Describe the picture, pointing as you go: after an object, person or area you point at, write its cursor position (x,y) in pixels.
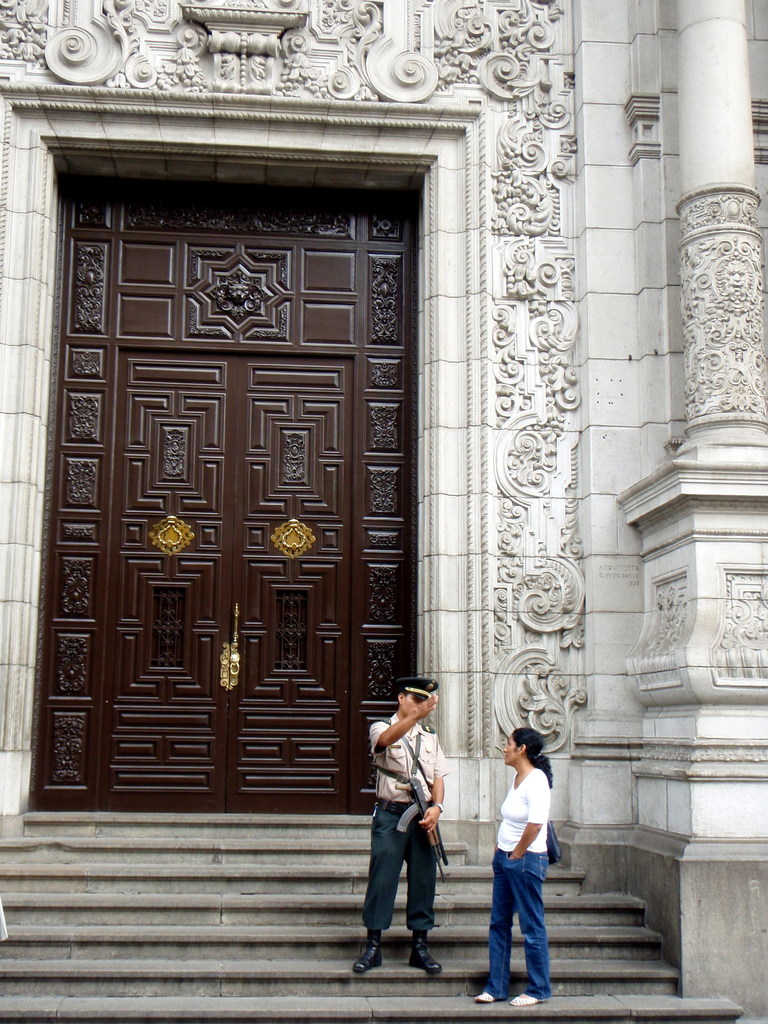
In this image we can see persons (418,753) standing on the staircase (460,919) and one of them is holding gun (418,804) in the hand (430,809). In the background (442,331) we can see door (360,341), sculptures (548,344) on the wall (665,333) and pillars (648,619).
